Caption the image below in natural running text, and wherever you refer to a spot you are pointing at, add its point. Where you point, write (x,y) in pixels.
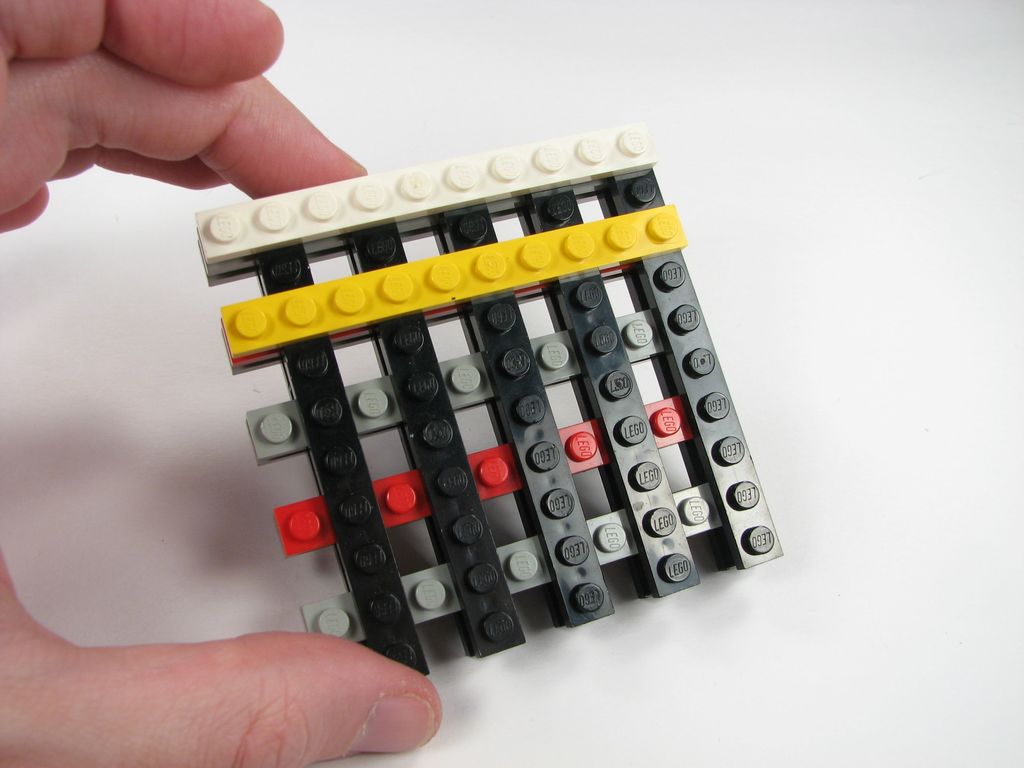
In this picture we can see an interlocking block (526,353) on a white surface (705,102).
